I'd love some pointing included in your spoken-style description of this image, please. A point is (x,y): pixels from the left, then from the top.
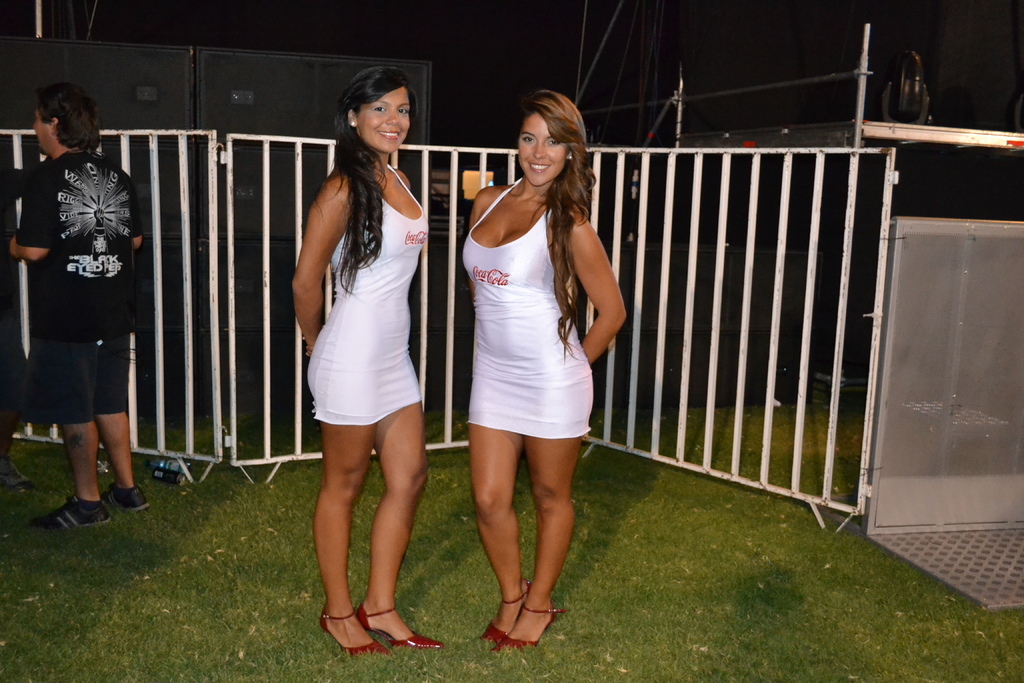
In this image there are two persons (406,484) standing and smiling, there is a person (97,328) standing towards the left of the image (80,188), there is grass (224,601), there are objects (169,467) on the ground (194,467), there are objects (181,174) behind the person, the background of the image (433,33) is dark.
